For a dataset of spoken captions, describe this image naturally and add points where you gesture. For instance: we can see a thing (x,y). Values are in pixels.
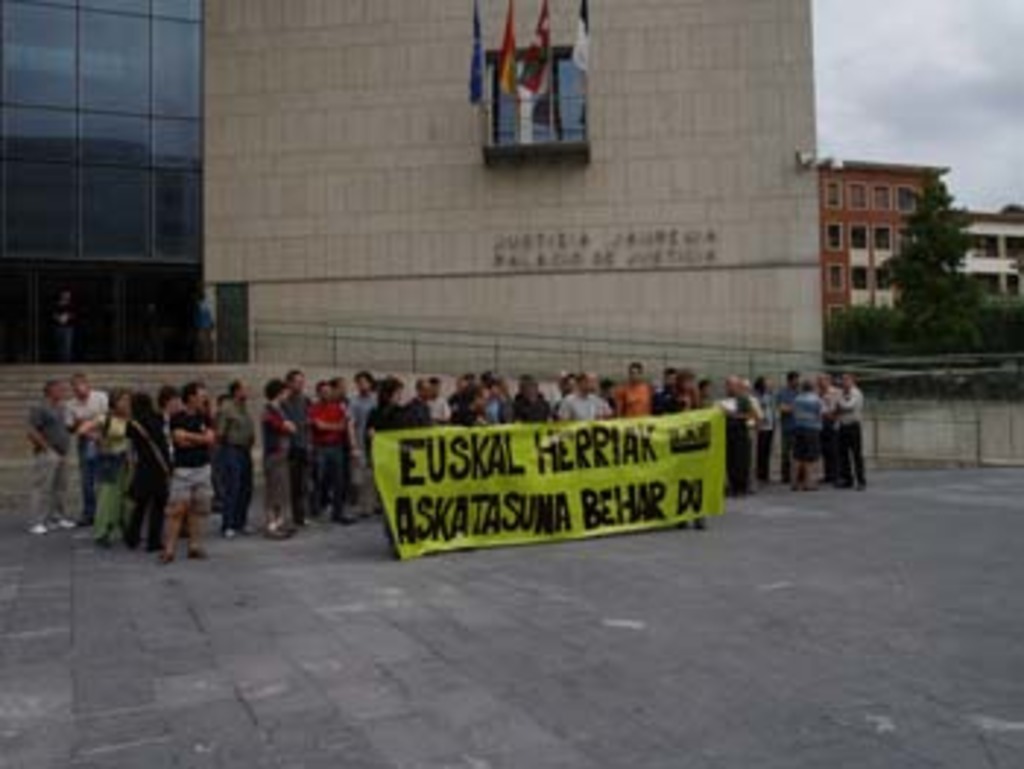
In this image I can see number of persons (228,415) are standing on the ground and holding a banner (525,476) which is green and black in color. In the background (327,168) I can see a building (141,140) which is blue and cream in color, few flags (473,98), few other buildings (887,242), few trees (948,227) and the sky (923,97).
